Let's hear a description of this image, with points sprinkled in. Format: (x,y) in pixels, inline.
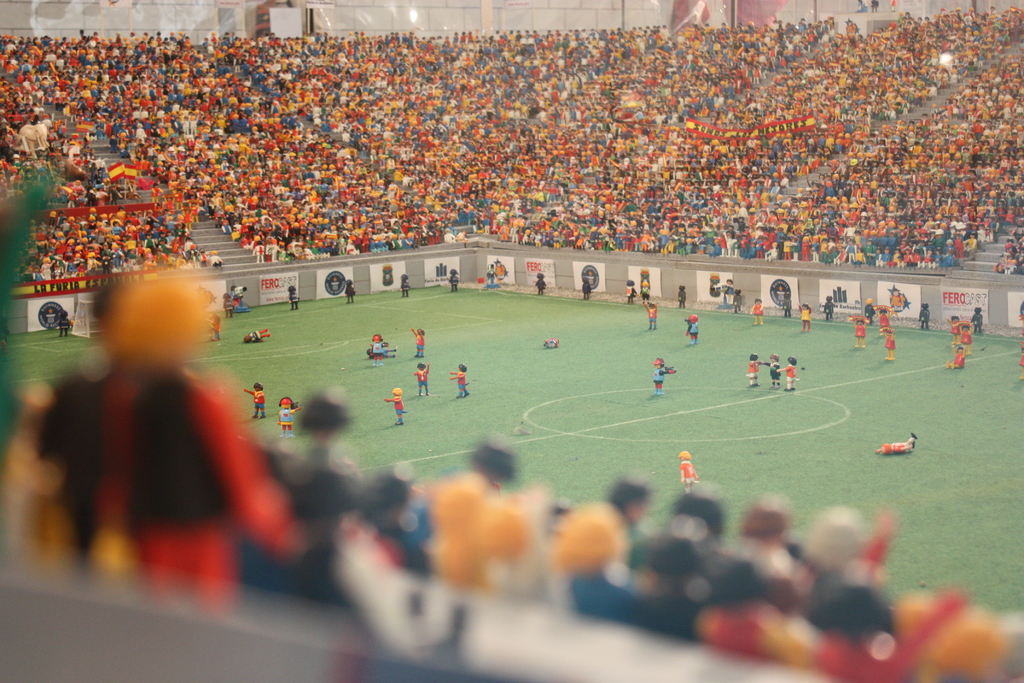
In this image, we can see people (633,283) on the ground (670,401) and in the background (113,161), there is a crowd (182,158) and we can see some banners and flags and boards (540,261).
